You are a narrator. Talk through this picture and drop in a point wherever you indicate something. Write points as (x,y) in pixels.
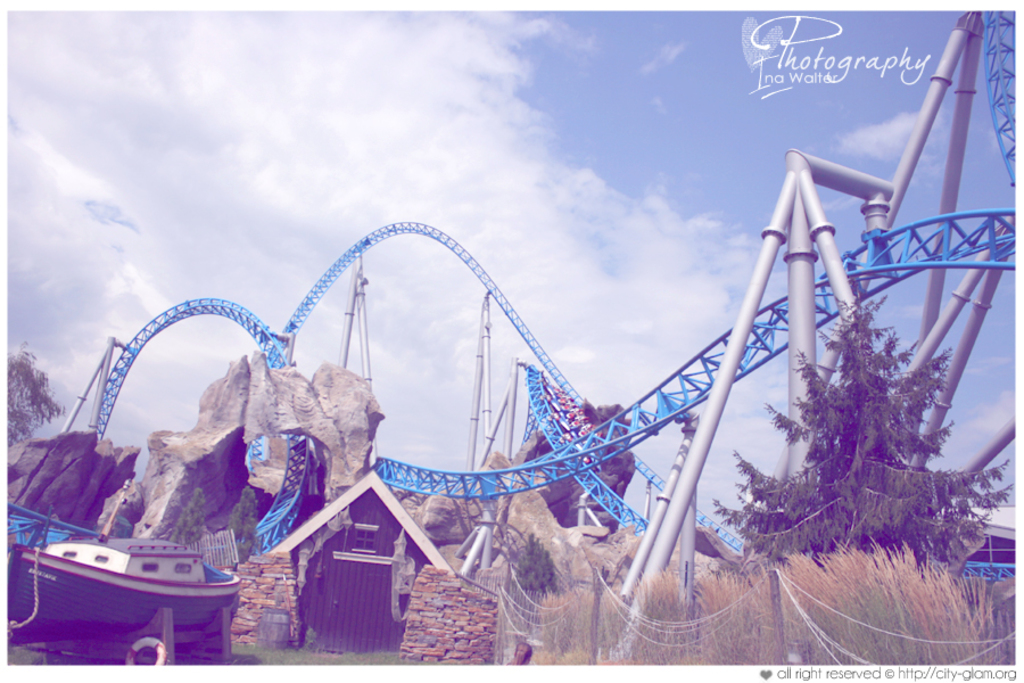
In this image I can see an amusement park ride (1011,49). I can see colour of this is blue and colour of these poles (808,256) are silver. I can also see few trees (834,466), bushes (825,584), a shack (426,593) and here I can see a boat (120,561). In the background (265,251) I can see clouds (415,238) and the sky (682,148).
